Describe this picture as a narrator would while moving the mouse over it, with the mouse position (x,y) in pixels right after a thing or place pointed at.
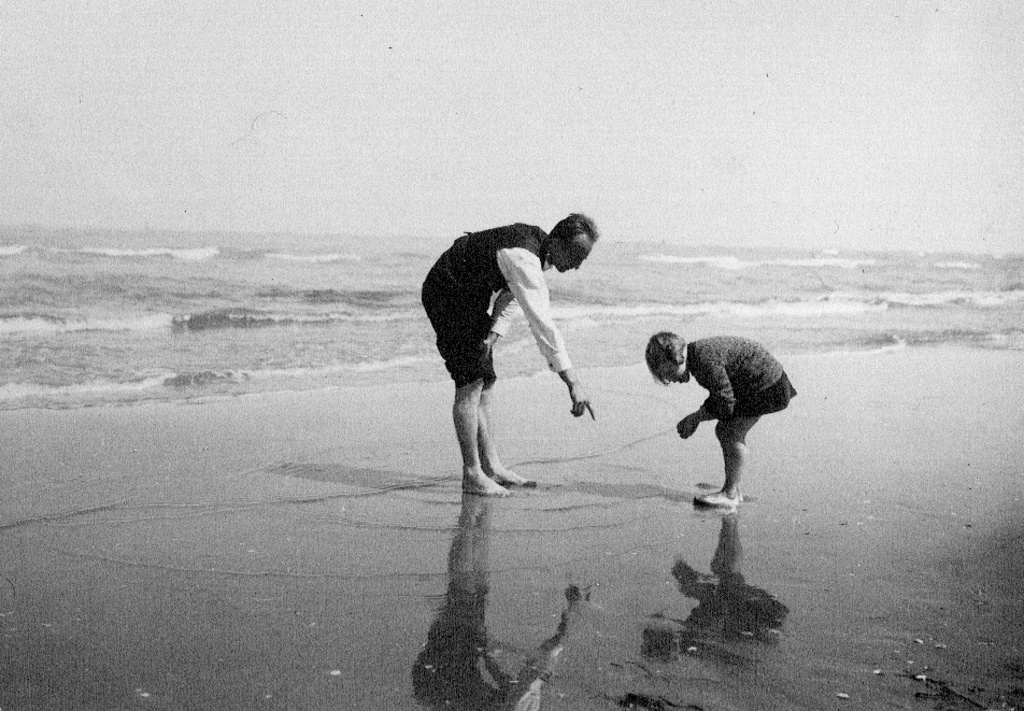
As we can see in the image there is water (223,274), two people (445,310) standing over here and sky (327,117).
